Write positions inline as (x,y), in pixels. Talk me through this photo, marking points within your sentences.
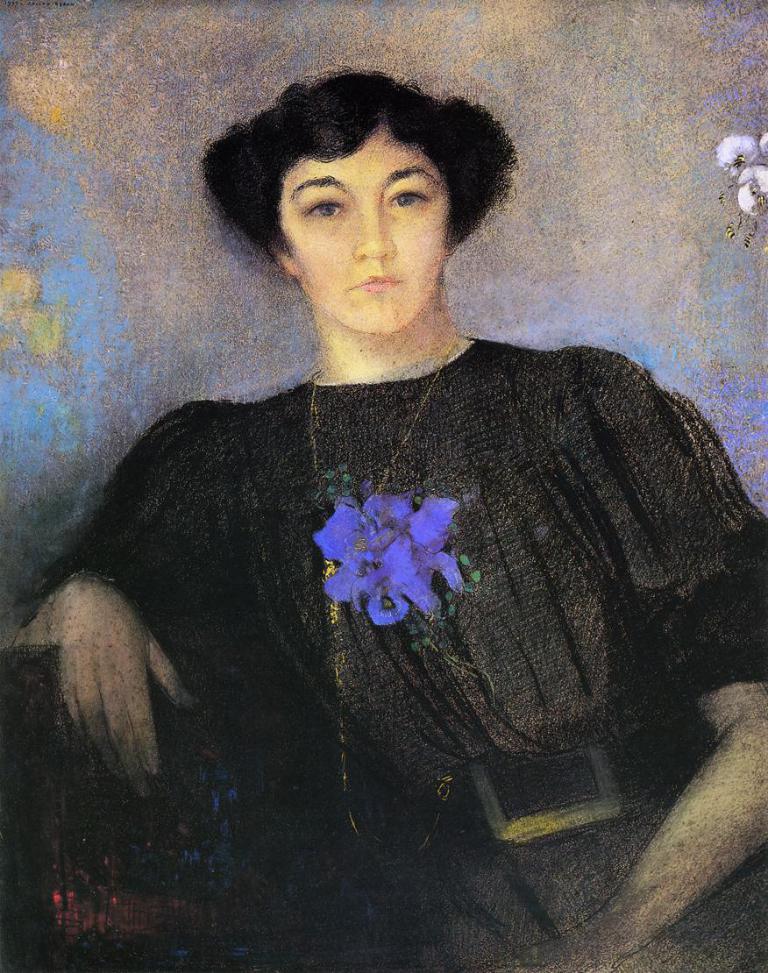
In this image there is an art (356,290) of a person (275,260) and art (747,177) of flowers (748,209) in the background (755,179).
